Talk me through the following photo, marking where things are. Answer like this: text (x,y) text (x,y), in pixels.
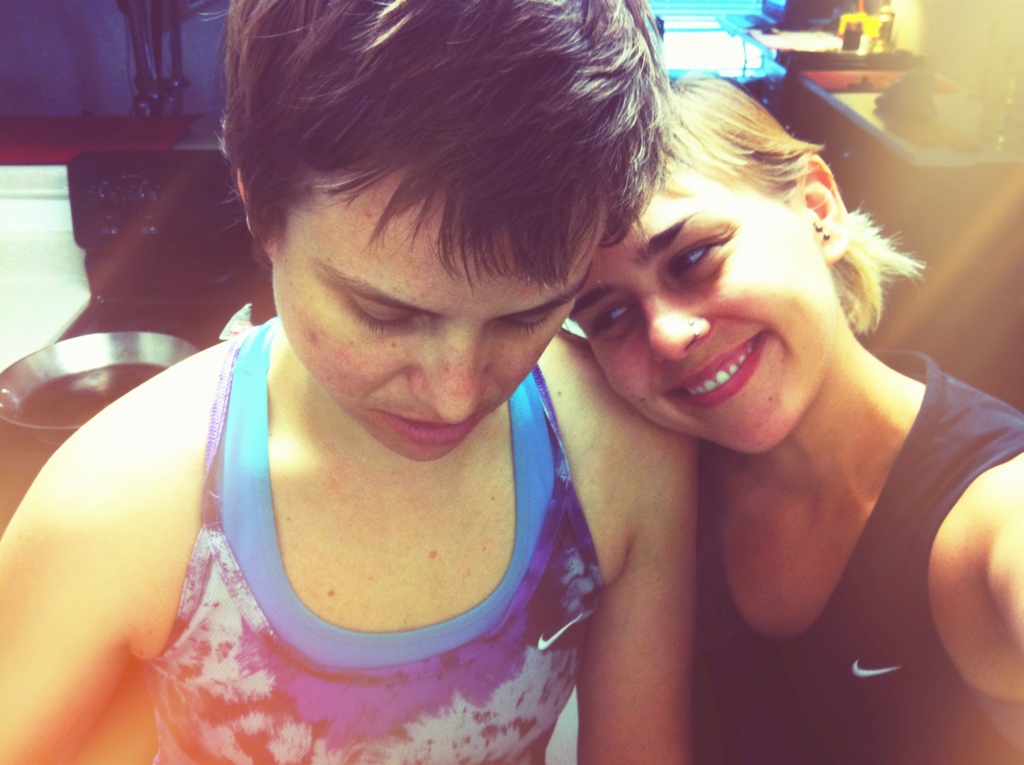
In this image there are two persons (583,535), towards the right of the image (910,174) there is an object (923,108), towards the left of the image (74,399) there is an object (70,401), there is a wall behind the person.
